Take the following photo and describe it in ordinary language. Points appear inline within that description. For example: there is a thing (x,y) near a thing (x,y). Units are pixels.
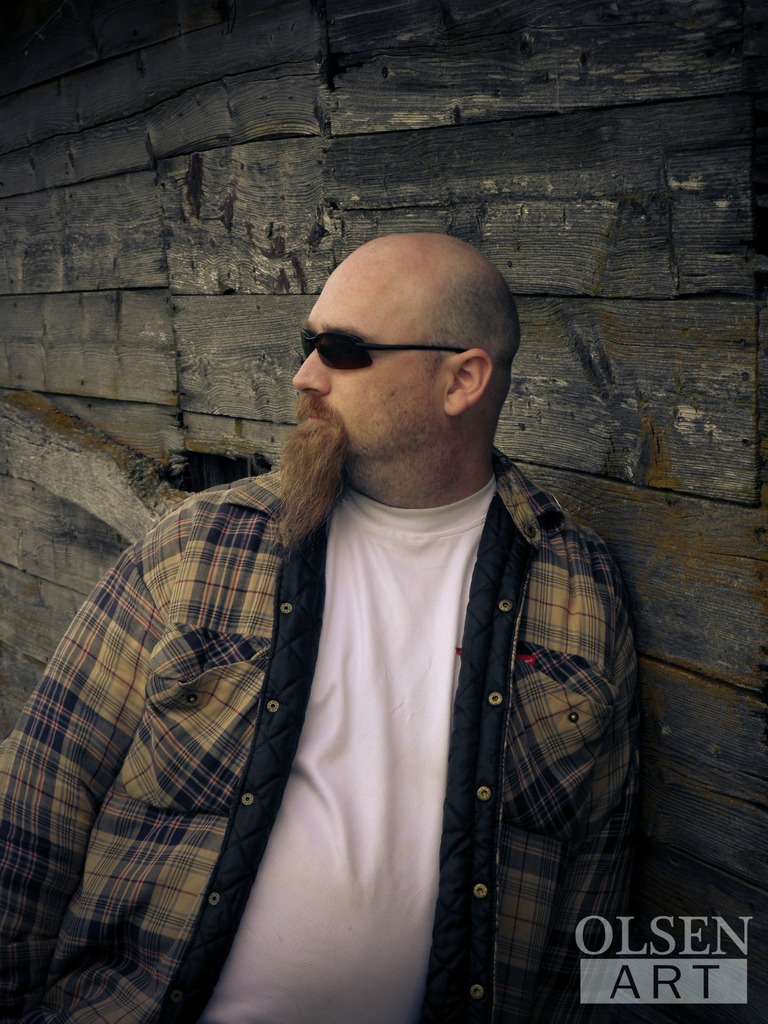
In this image we can see a person (475,388), there is a wall (627,492), also we can see the text (689,936) on the image.
